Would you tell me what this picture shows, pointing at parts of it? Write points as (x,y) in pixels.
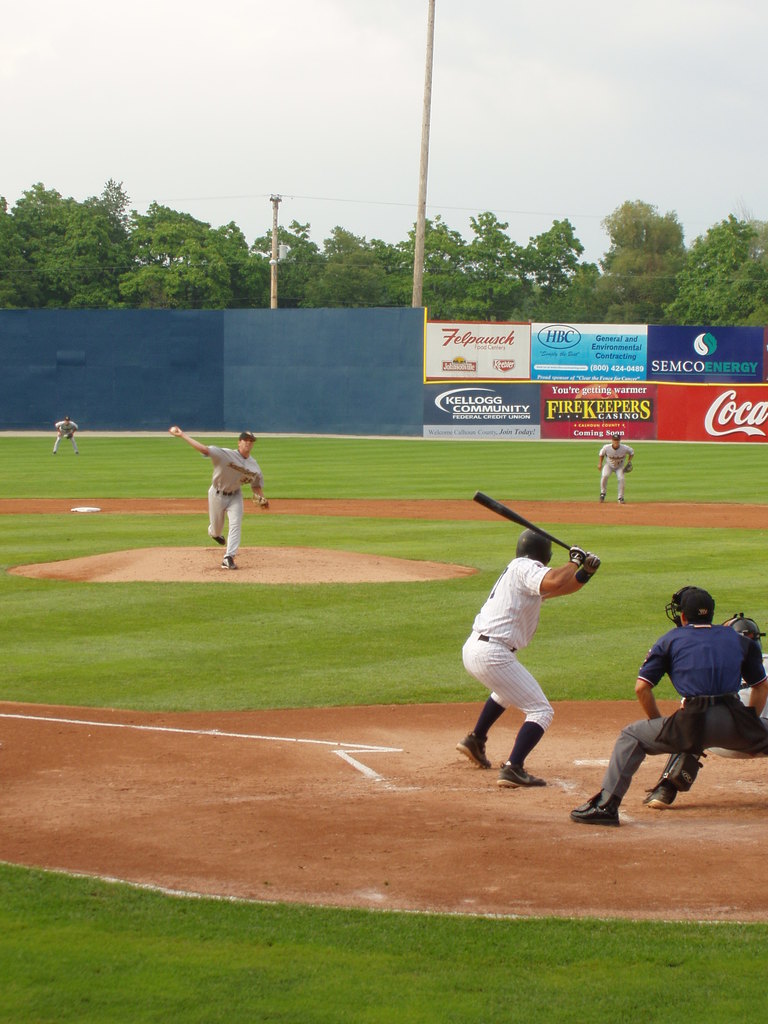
This is the man (547,596) standing and holding a baseball bat (513,515). I can see few people (616,471) standing. This looks like a baseball ground (439,507). I can see the grass (409,618). These are the hoardings (564,405). I can see the poles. In the background (170,228), I can see the trees (366,249). This is the sky (519,107).
